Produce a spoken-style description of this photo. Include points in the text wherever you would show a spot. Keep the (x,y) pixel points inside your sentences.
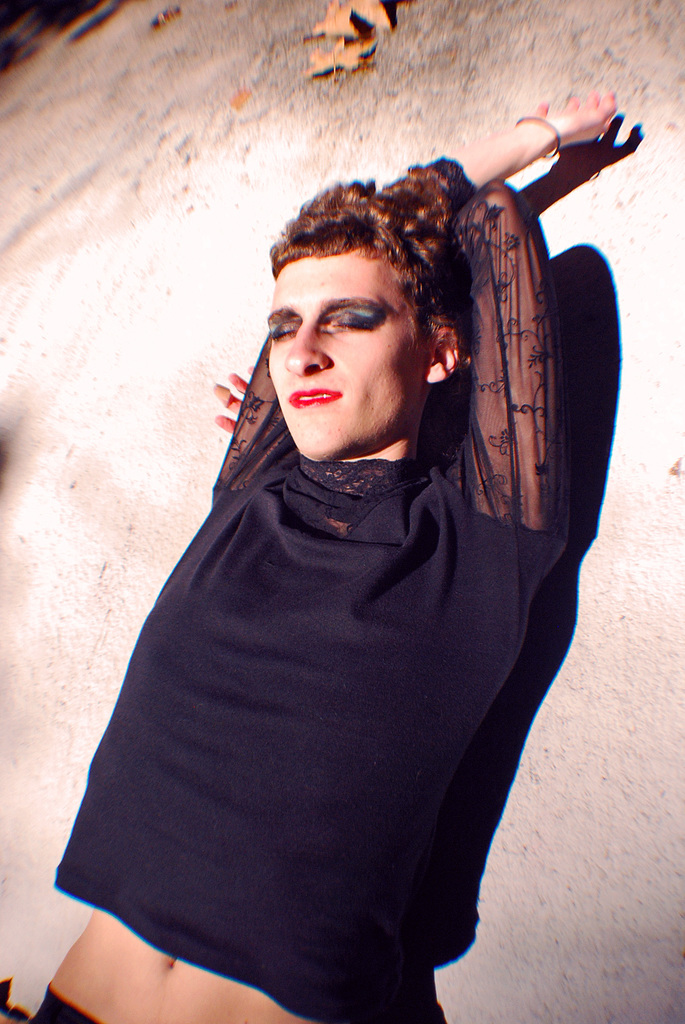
In this image a person (554,376) is lying on the floor (321,89). There are few leaves (363,3) on the floor (277,0). This person (391,561) is wearing a black top (476,630).
